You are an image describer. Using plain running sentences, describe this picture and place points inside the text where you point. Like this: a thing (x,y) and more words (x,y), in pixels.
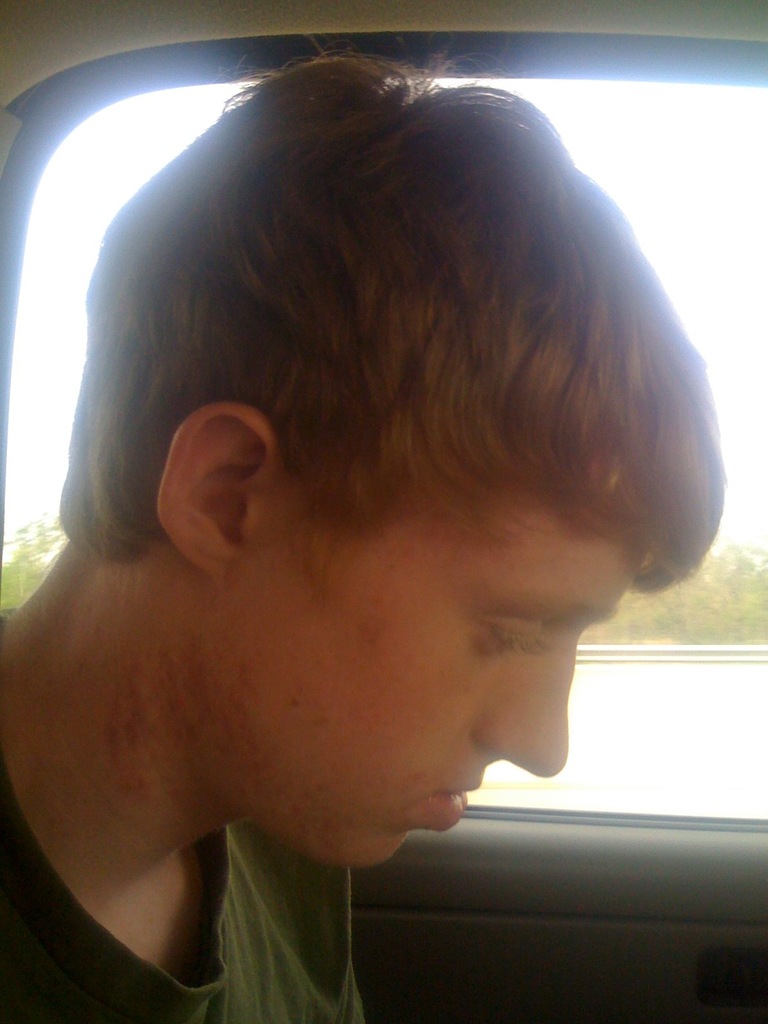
In this image we can see a man (389,809). On the backside (645,644) we can see a window (743,782), plants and the sky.
